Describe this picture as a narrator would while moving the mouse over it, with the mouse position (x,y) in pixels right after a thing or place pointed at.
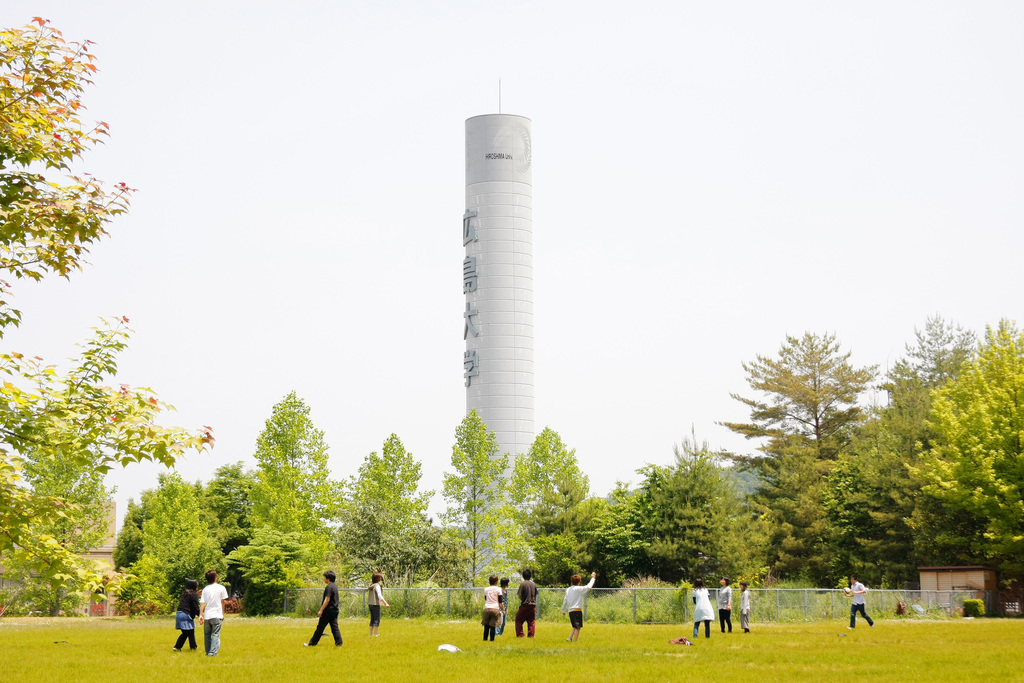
In this image I can see group of people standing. In the background (783,618) I can see the railing (787,607), few trees (662,520) in green color, the tower (495,140) and the sky (694,212) is in white color.
